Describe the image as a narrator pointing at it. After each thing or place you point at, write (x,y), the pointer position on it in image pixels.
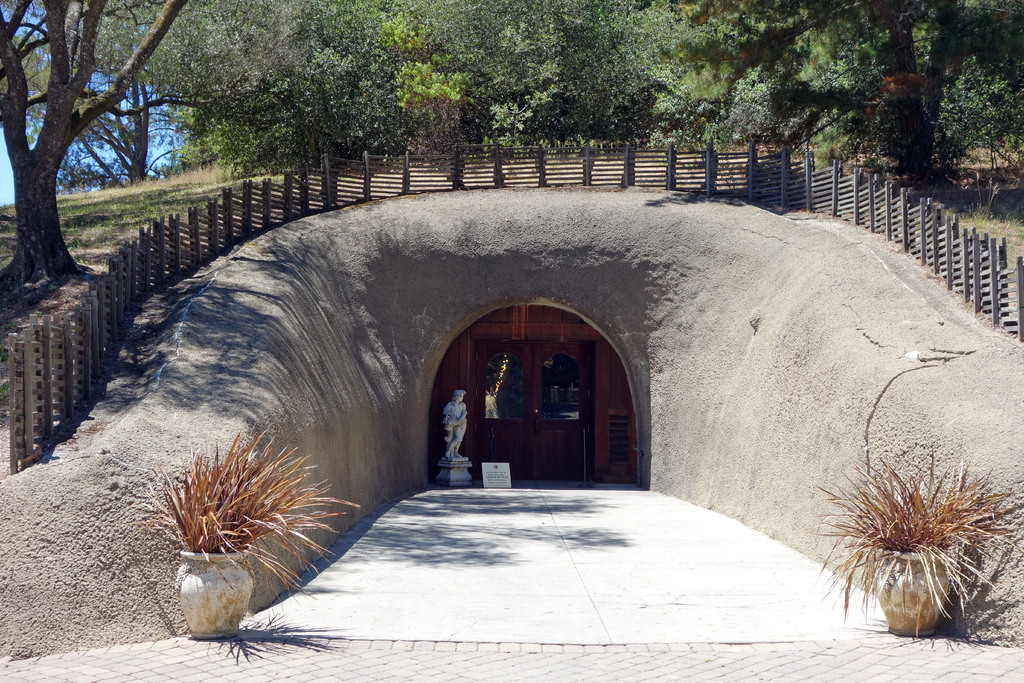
In this image I can see few plants (873,550) in pots (214,617) and in the background (507,368) I can see a sculpture (459,406), a door (509,413), a white board (489,466), number of trees (119,121) and sky (1,154). I can also see something is written on this board (502,486).
